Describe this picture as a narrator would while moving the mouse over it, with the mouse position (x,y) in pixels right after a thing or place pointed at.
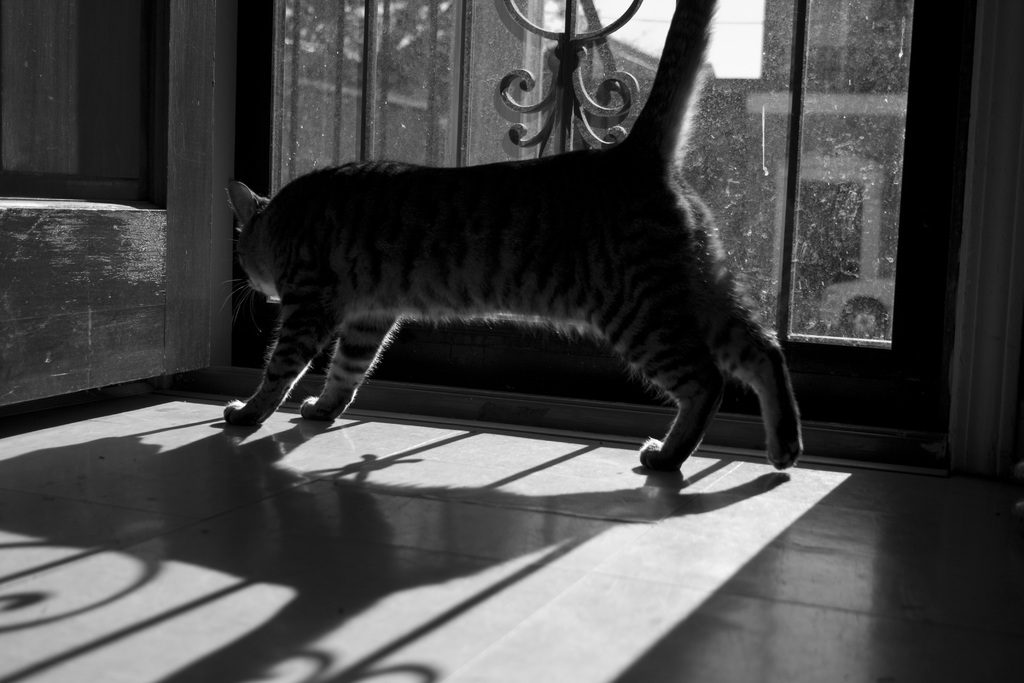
This is the picture of a room (85,343). In this image there is a cat (285,272) standing on the floor (750,526). At the back (654,407) there is a door (958,100) and there are buildings (893,109) and there is a car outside the door (796,141). At the top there is sky (751,28). At the bottom (336,541) there is a shadow (410,531) of door (611,359) and cat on the floor (268,577).
